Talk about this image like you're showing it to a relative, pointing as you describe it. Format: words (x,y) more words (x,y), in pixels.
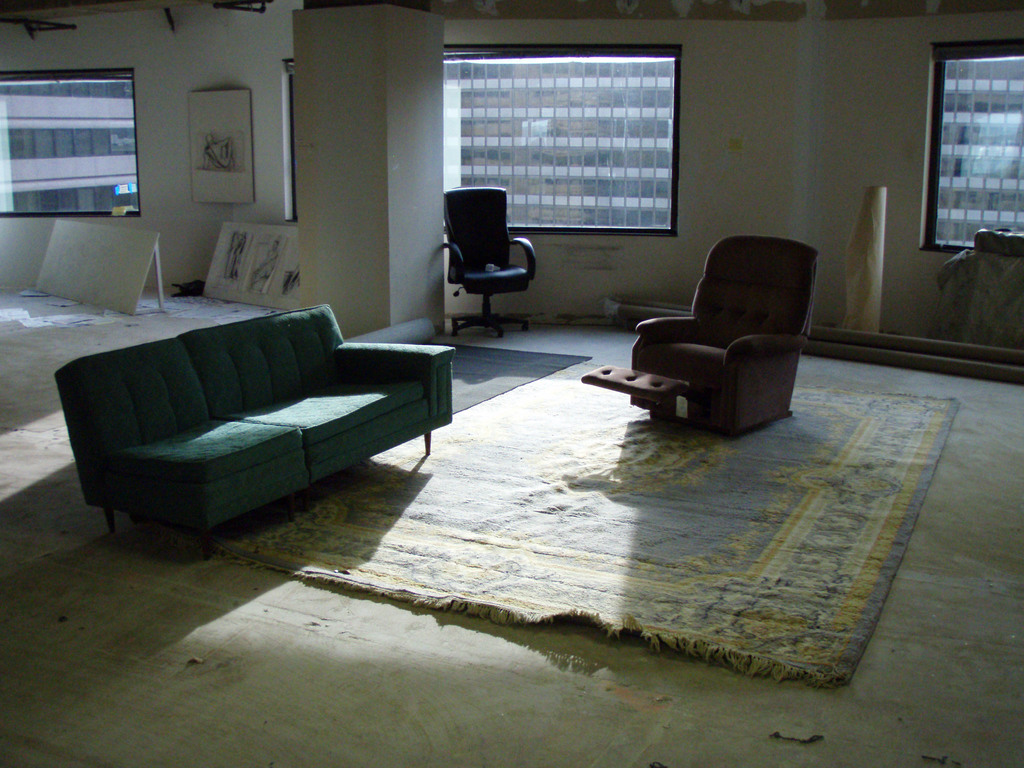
In this picture there is a couch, a chair (480,268), carpet (772,489) on the floor (833,716) and there are windows (485,119) in the back ground (989,144).
